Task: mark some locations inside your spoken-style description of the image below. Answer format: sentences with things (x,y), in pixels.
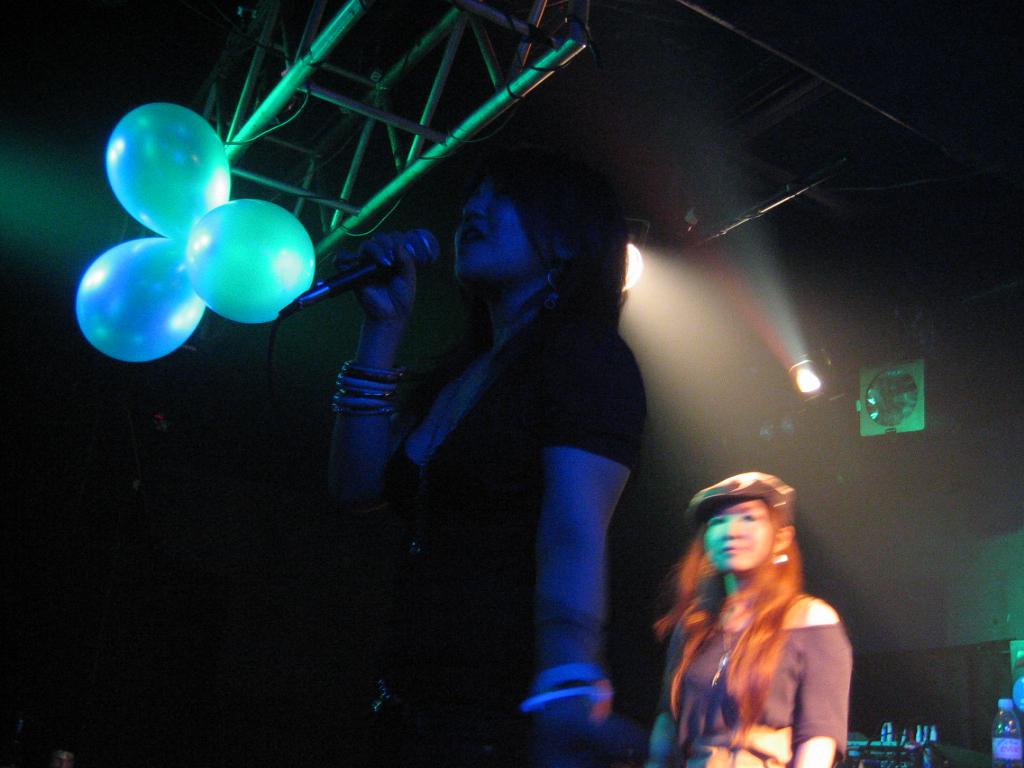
In this picture I can see a person (481,348) standing and holding a mike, there is another person (824,720) standing, there are balloons (249,281), focus lights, bottle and some other objects (908,751).
